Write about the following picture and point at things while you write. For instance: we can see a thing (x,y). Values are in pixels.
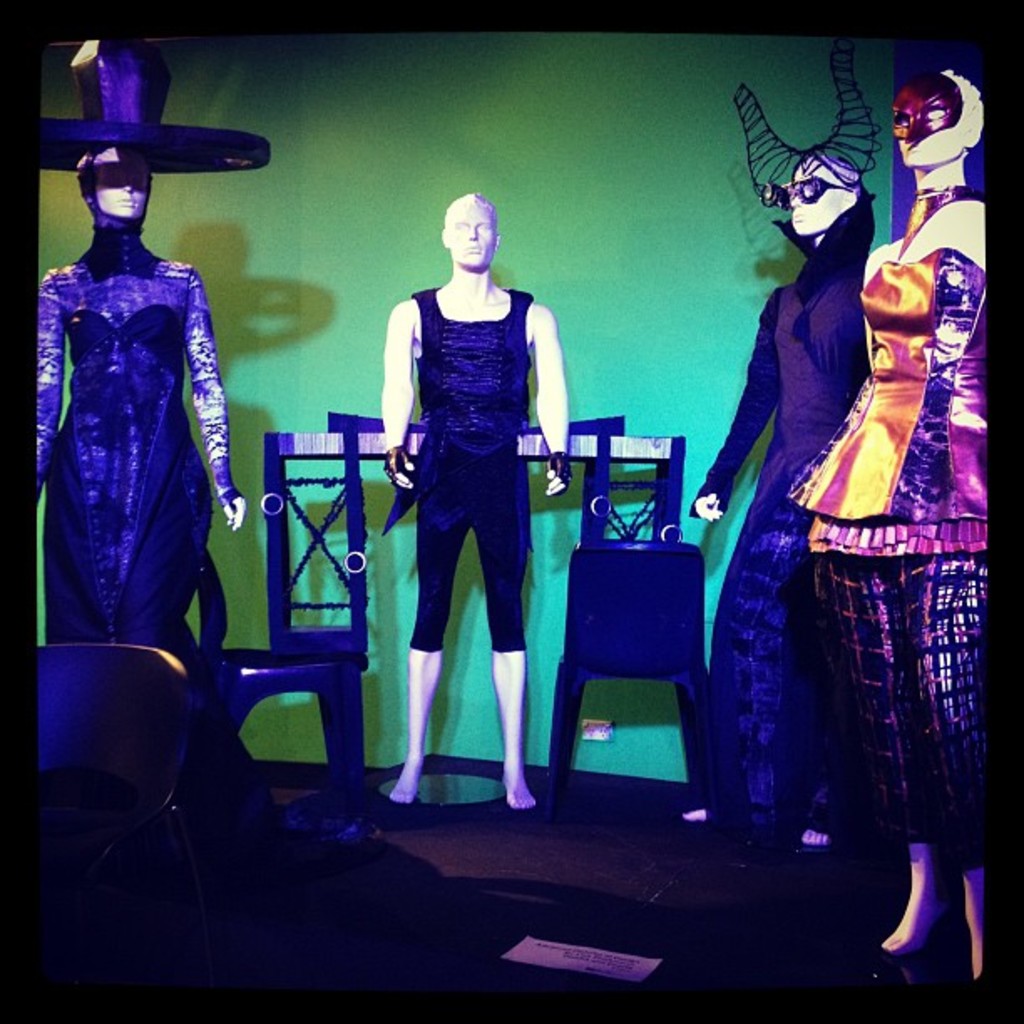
In this image I can see few mannequins (911,532) and they are wearing different color dress (449,471) and I can see the wall (345,271) in green color.
